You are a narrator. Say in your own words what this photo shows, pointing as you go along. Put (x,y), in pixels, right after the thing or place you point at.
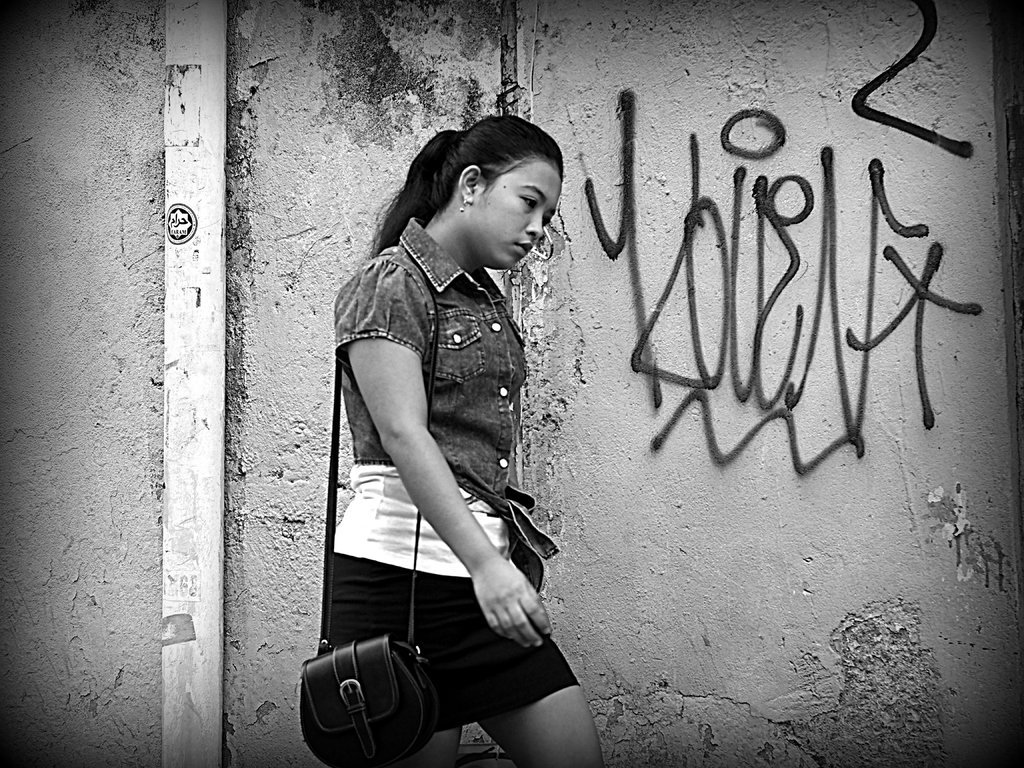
This is a black and white image. We can see a person (415,360) carrying a bag (362,721) is standing. In the background (605,601), we can see the wall (682,302) with some text (682,302) and an object (179,554).
